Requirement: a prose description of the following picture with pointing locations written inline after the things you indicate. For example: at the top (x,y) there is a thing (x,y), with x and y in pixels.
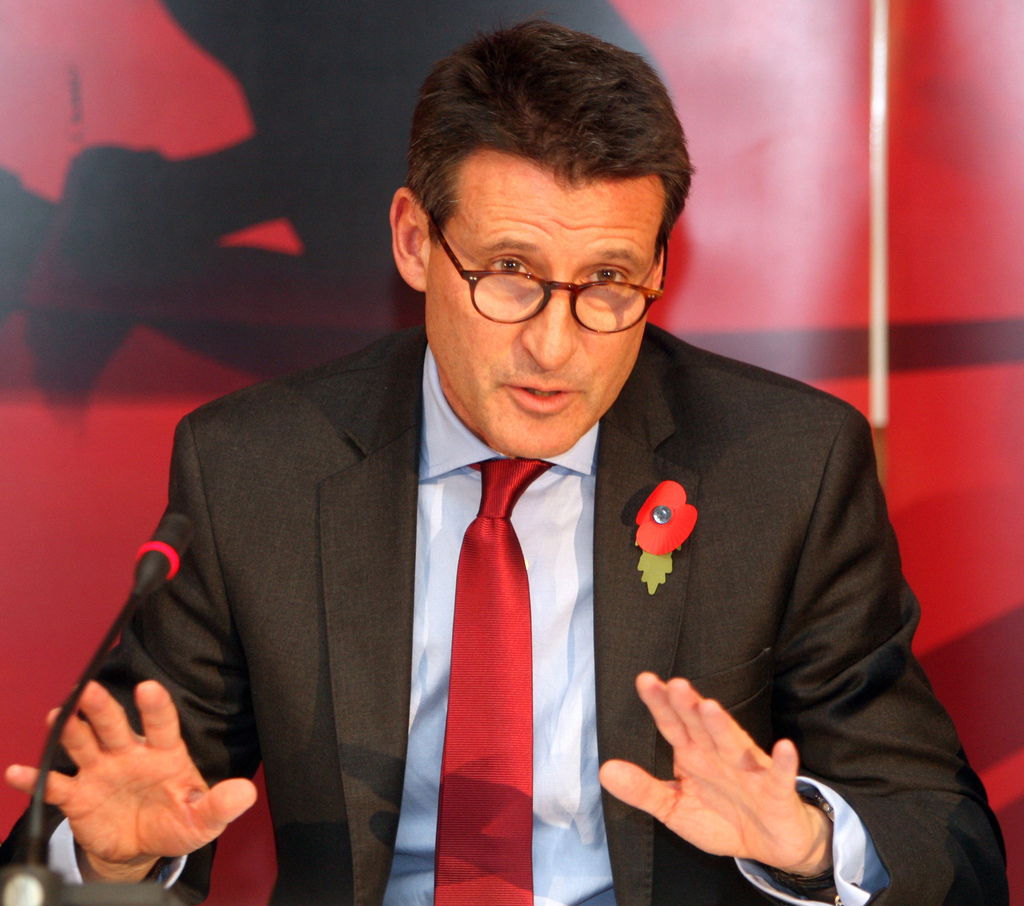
This image consists of a man (671,621) wearing a black suit (330,784) and a red tie (477,637). On the left (38,882), there is a mic (170,543). In the background (942,553), we can see a red color poster (355,201) on the wall (249,282).
